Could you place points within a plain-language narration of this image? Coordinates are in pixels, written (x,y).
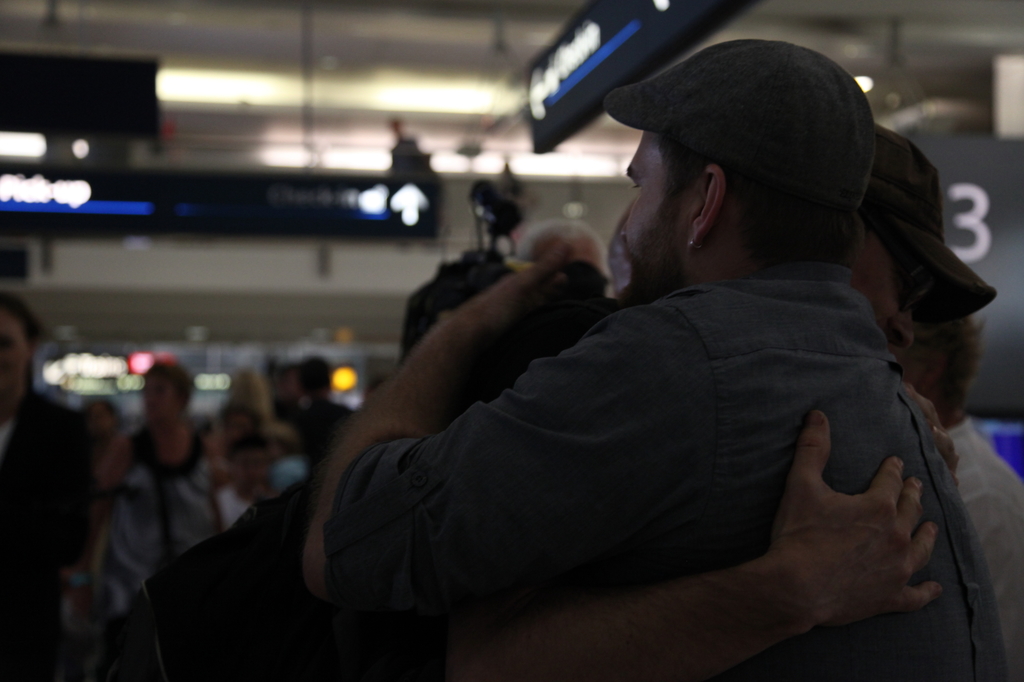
In front of the image there are two people (564,327) hugging each other. Behind them there are a few other people (37,438). In the background of the image (316,231) there are display boards (58,168). At the top of the image (12,150) there are lights (487,91).
